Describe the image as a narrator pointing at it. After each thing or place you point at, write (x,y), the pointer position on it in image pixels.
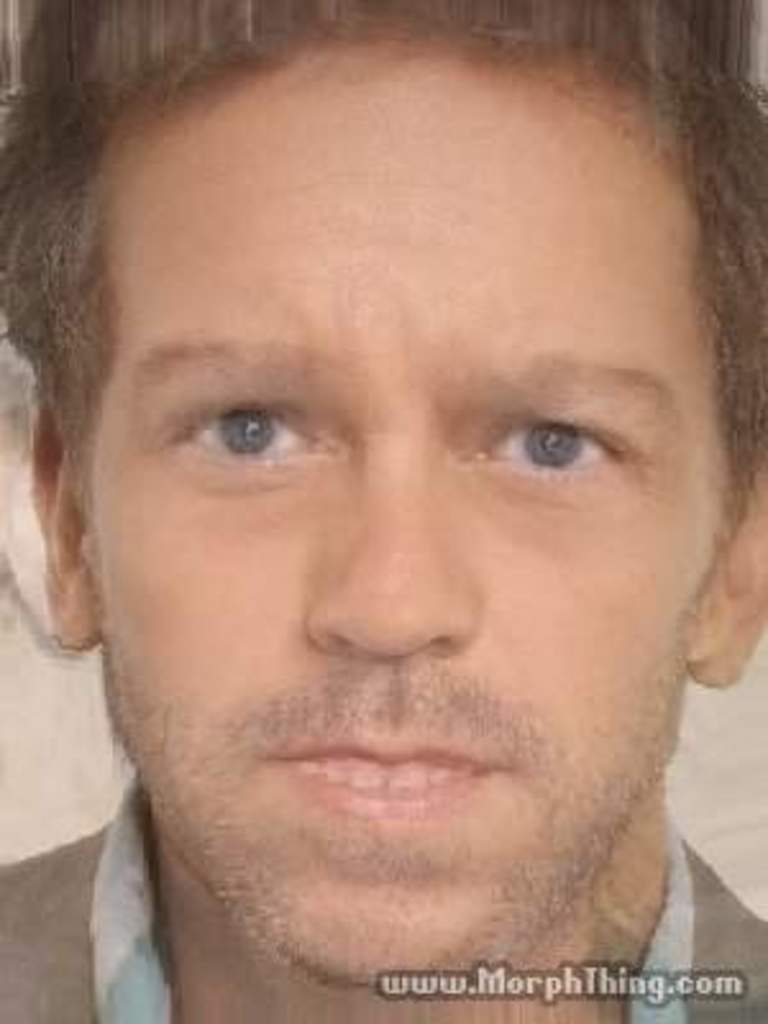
In the center of the image (458,591) there is a man (600,719). At the bottom of the image (548,993) there is text (578,975).
